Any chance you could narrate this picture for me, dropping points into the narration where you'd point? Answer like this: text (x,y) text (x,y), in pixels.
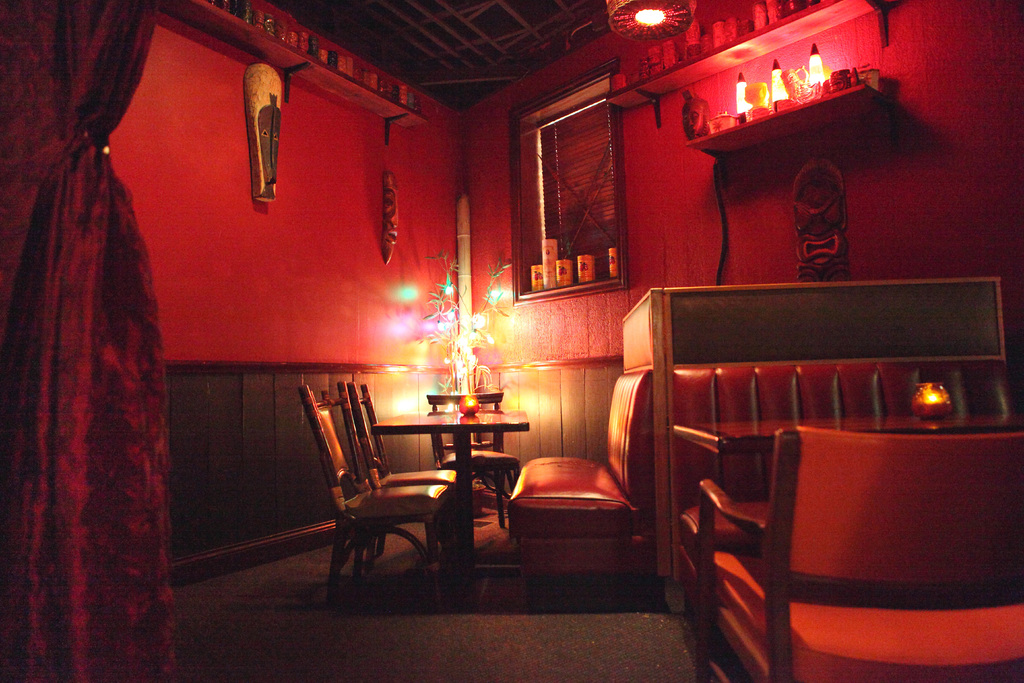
This image is clicked in a room (417,554). In the front (567,590), we can see the tables (457,466) and chairs (837,505). At the bottom (348,650), there is a floor (240,586). On the left (57,205), there is a curtain (75,270). At the top (475,9), there is a roof (532,42) along with a light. In the front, there is a wall (489,237) in red color.
